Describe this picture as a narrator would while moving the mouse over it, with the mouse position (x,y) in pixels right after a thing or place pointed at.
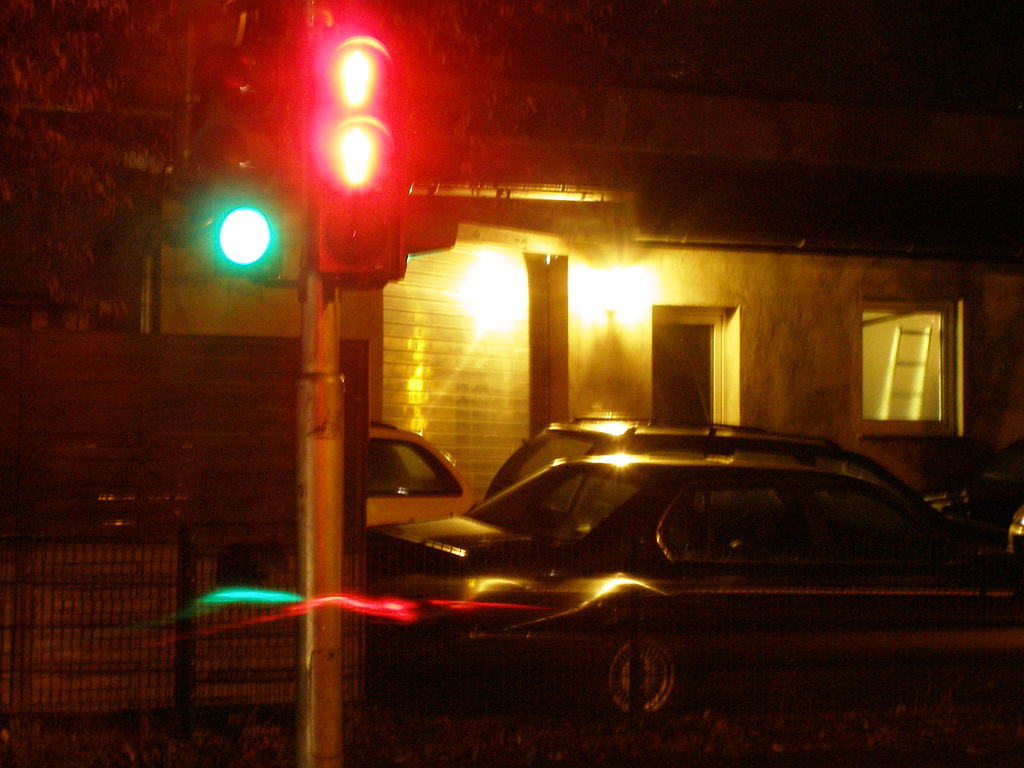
In this image there is a traffic signal light (322,223) in the middle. On the right side (761,551) there are few cars (540,504) on the road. On the left side (102,626) there is a fence (78,657). In the background (653,320) there is a house (588,304) with the lights (520,300). This image is taken during the night time.
